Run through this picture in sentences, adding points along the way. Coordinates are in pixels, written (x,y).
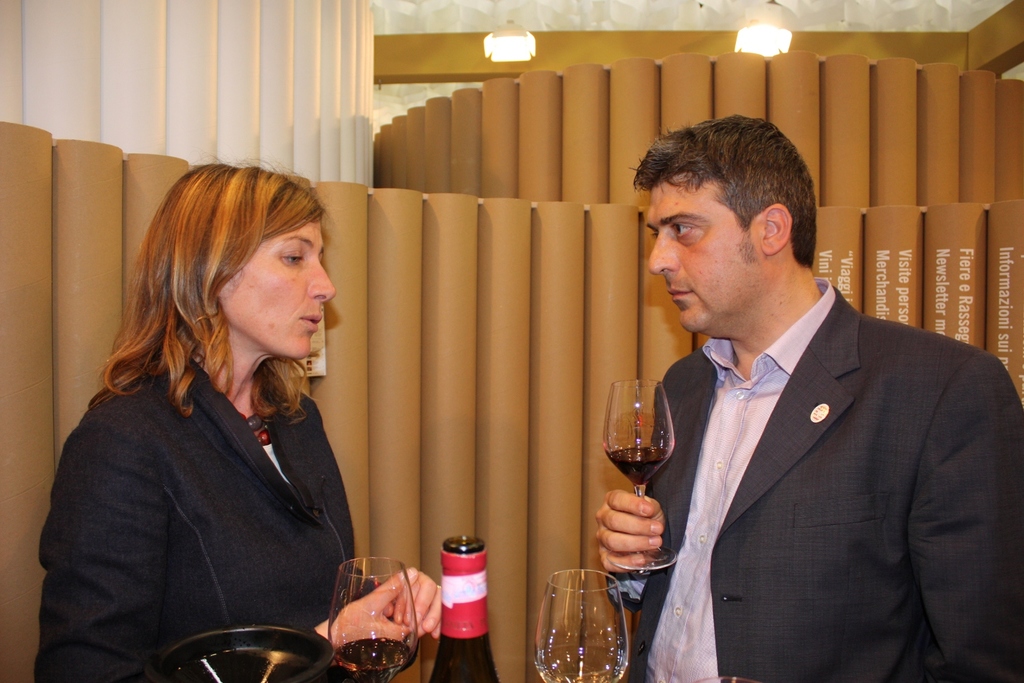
In this image I can see a woman (210,453) and a man (736,472) who are holding one wine glass (412,645) in their hands (653,512). I can also see a glass bottle (456,635) and wine glass (544,647) in front of them.
